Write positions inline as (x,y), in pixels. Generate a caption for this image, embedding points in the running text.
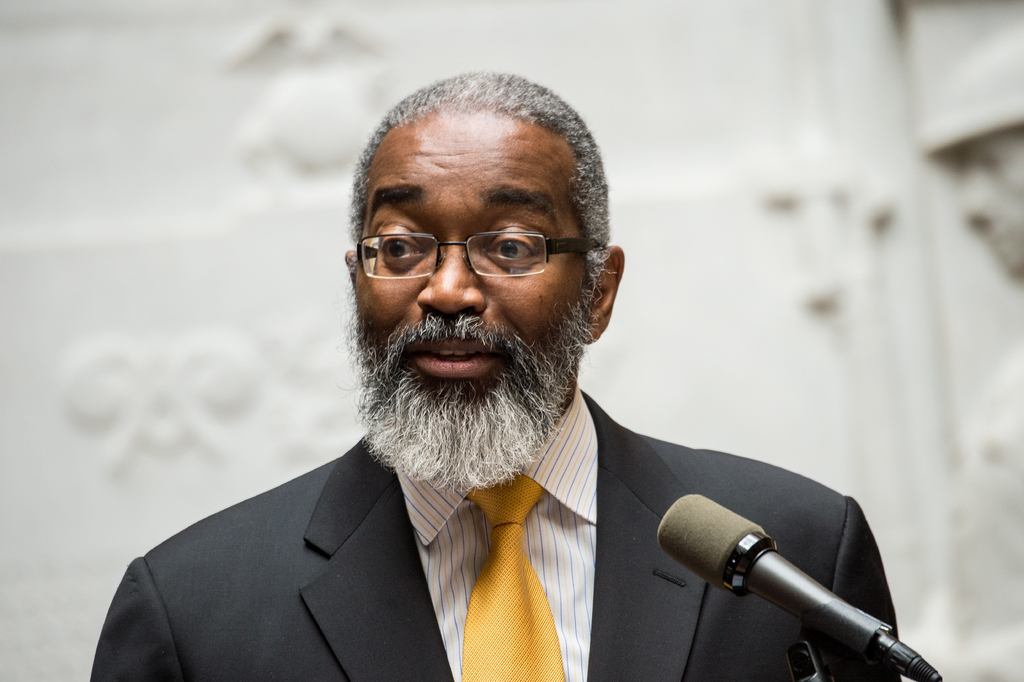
In this image I can see the person (347,536) wearing the black color blazer (396,594), yellow color tie (489,498), blue, yellow and white color shirt (437,544). I can also see the person (456,300) with the specs (497,261). The person (457,283) is in-front of the mic (809,592). And there is a white background (301,407).
